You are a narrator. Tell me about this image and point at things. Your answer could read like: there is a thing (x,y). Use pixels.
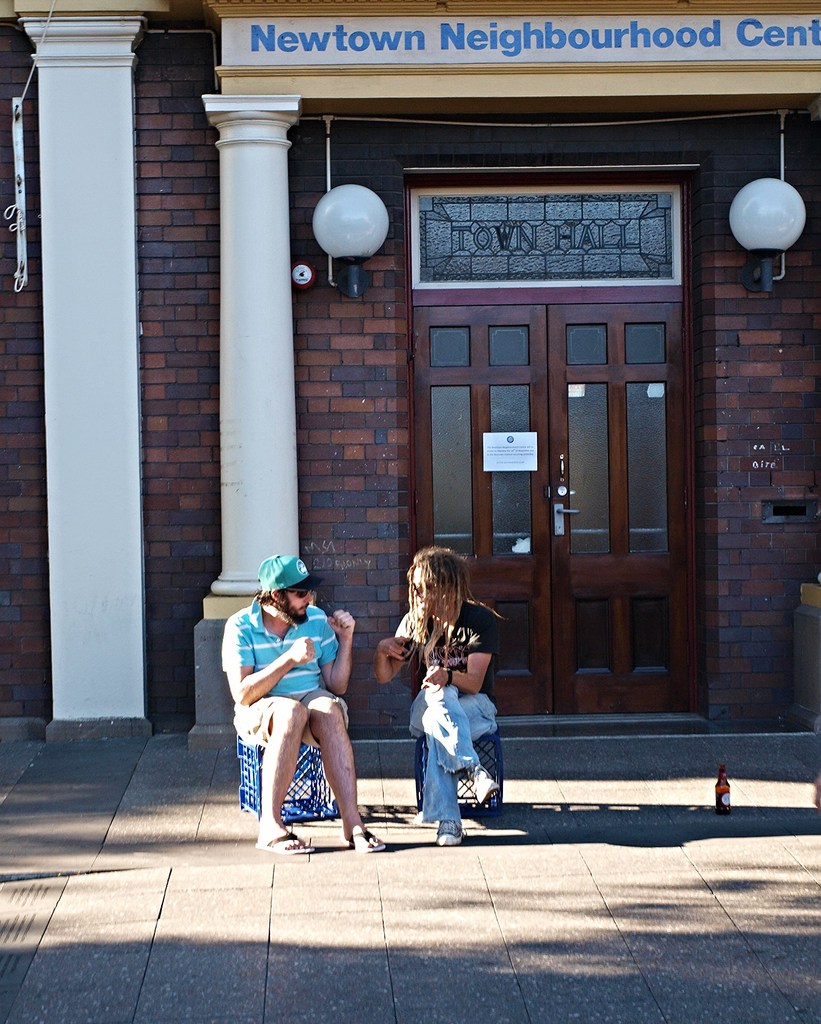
This image consists of two persons (457,715) sitting. At the bottom (309,954), there is a road (464,898). In the background (244,129), there is building (766,409) along with pillars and door (556,530). And there are lights (350,256) fixed on the wall (715,513). To the right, there is a bottle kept on the floor (632,884).
